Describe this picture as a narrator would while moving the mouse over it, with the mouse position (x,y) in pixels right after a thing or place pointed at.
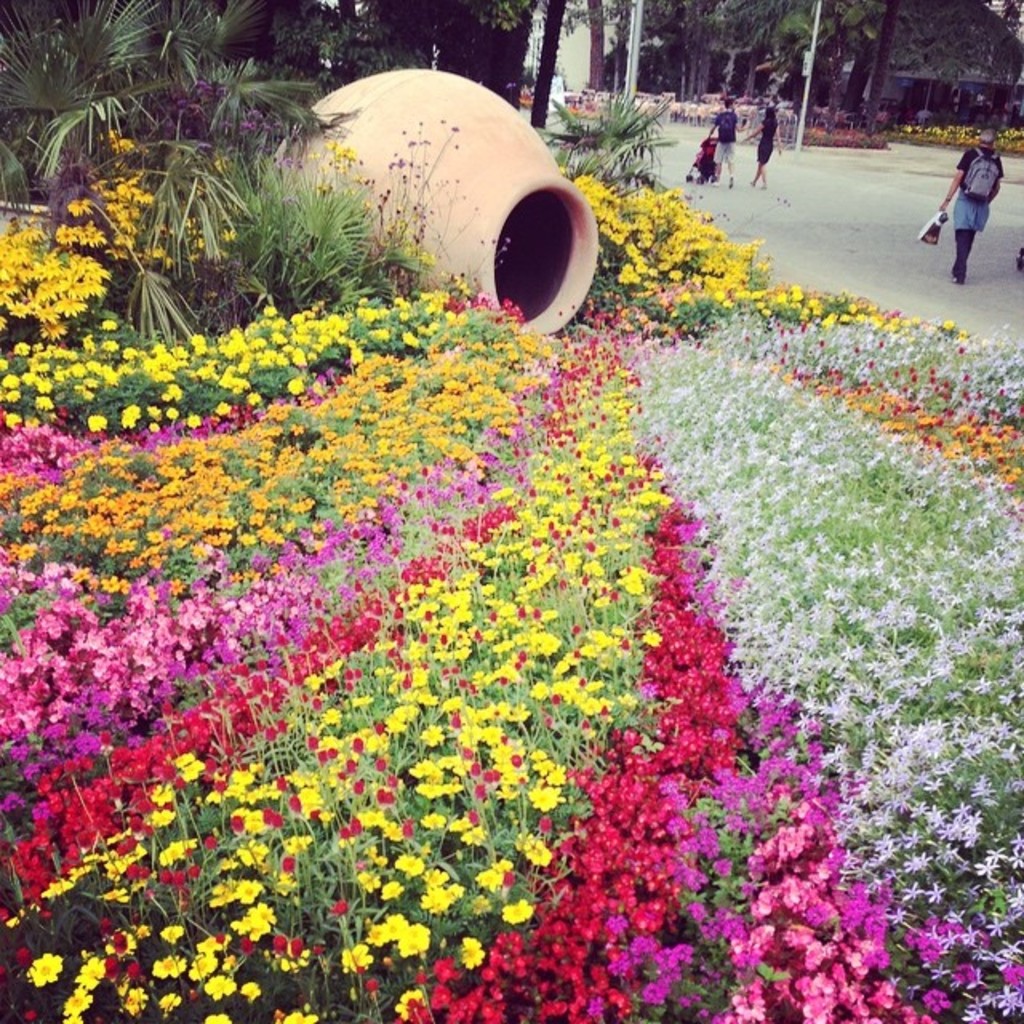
In this image I can see few flowers (740,695) in pink, yellow and orange color and I can also see the pot (413,154), few plants (65,49) and trees (74,101) in green color and few people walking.
